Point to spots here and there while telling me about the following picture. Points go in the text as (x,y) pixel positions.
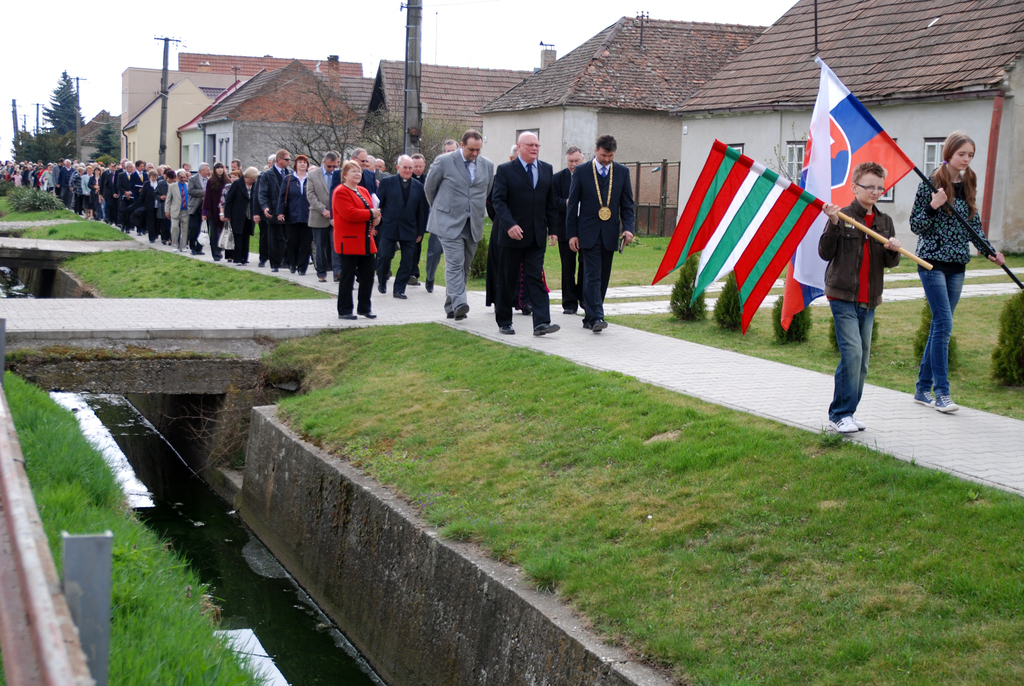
In this image we can see persons (407,267) on the road (754,388) and two of them are holding flags (760,252) in their hands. In the background (473,118) we can see buildings (527,113), pipeline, electric poles (163,156), electric cables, grass (786,585) and a drainage system (174,466).
